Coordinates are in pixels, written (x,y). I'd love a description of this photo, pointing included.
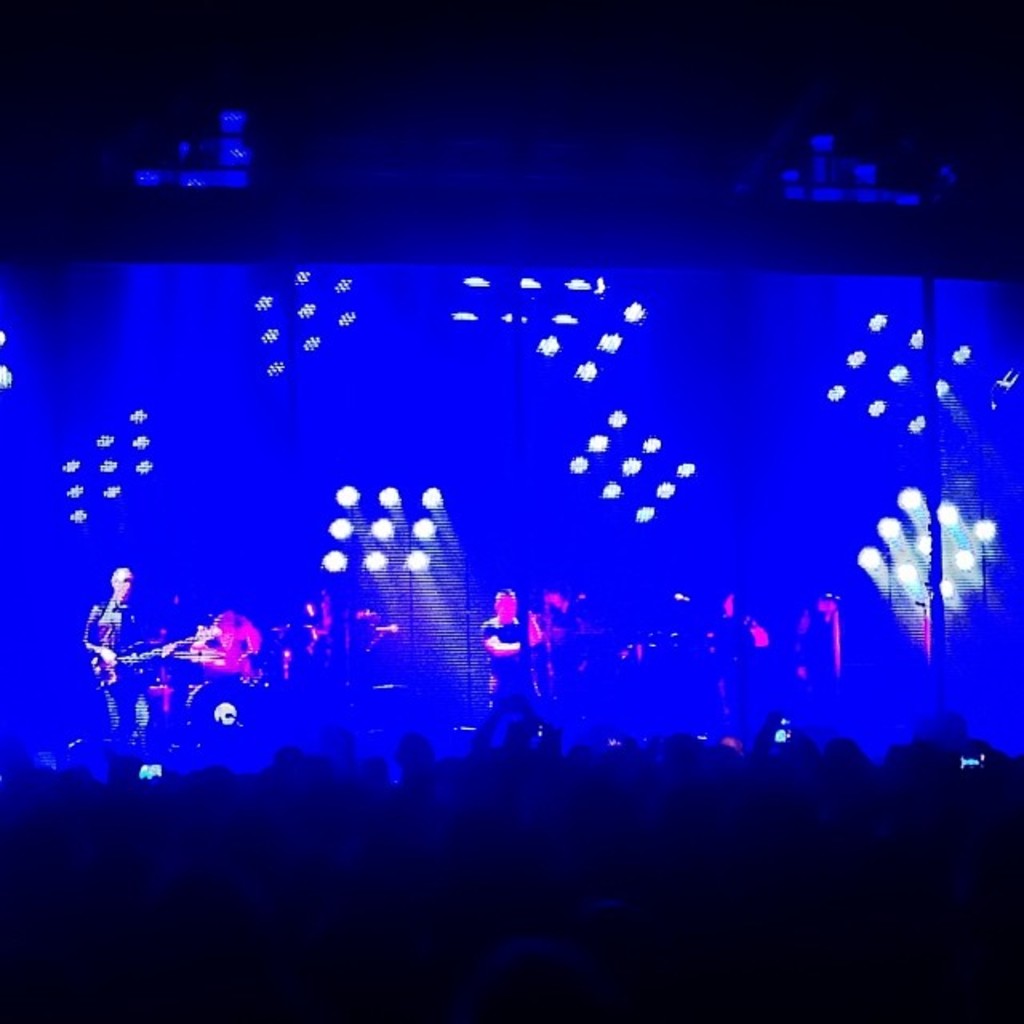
In the image we can see there are people (515,801) wearing clothes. Here we can see disco lights (907,591) and musical instruments (255,705). The top and the bottom of the image (366,865) is dark.
